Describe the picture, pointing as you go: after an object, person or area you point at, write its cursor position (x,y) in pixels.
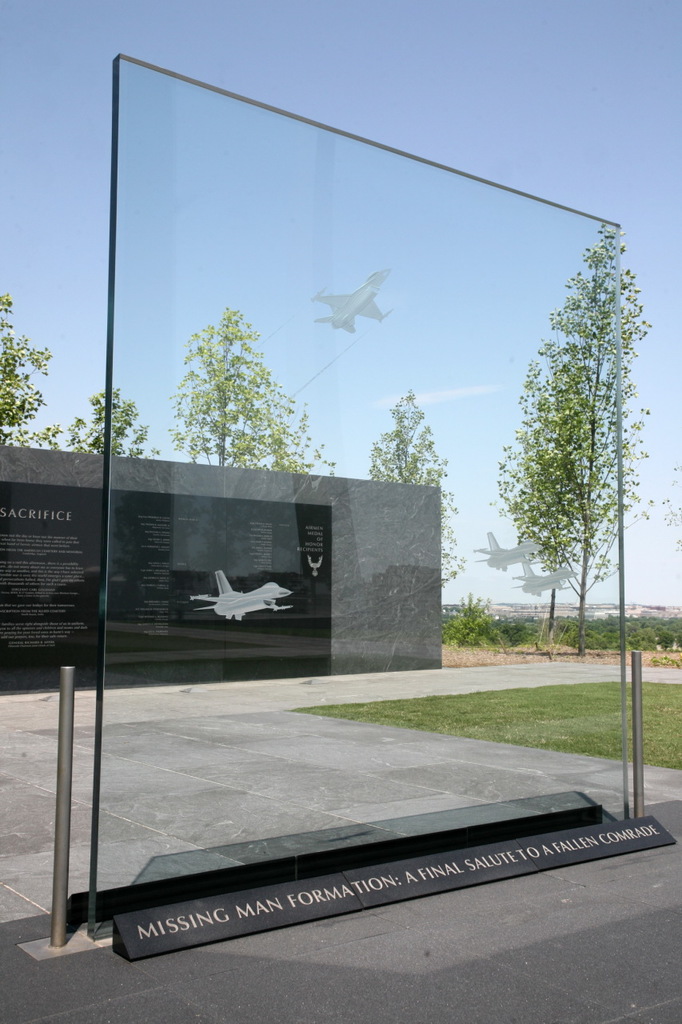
In this image in the foreground (350,478) there is a glass board (273,755), and some rods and board (341,896). In the background (168,590) there is wall (148,544) and some text (63,545), at the bottom (204,810) there is a walkway (122,839) and grass (491,714), and in the background (518,475) there are airplanes (347,306) and trees (522,497), plants (644,645), sand (599,655). At the top (254,73) there is sky (551,78).
